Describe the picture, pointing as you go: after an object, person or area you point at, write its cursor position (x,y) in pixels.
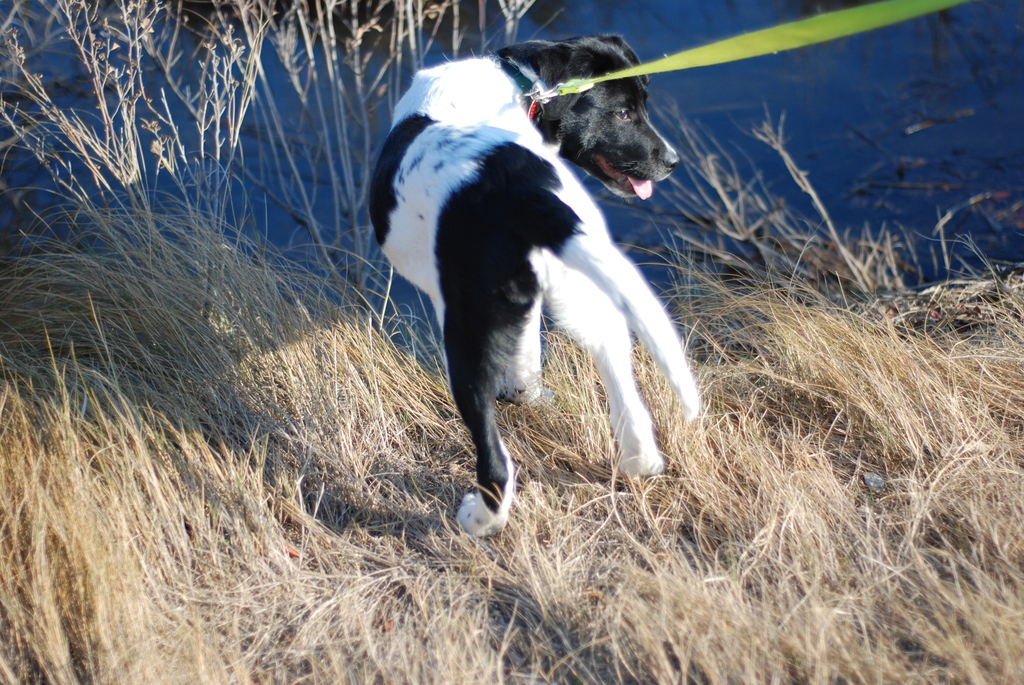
In this image in the center (463,321) there is one dog (463,321), at the bottom (257,570) there are some dry plants (911,409). In the background (706,70) there is one lake (717,101).
